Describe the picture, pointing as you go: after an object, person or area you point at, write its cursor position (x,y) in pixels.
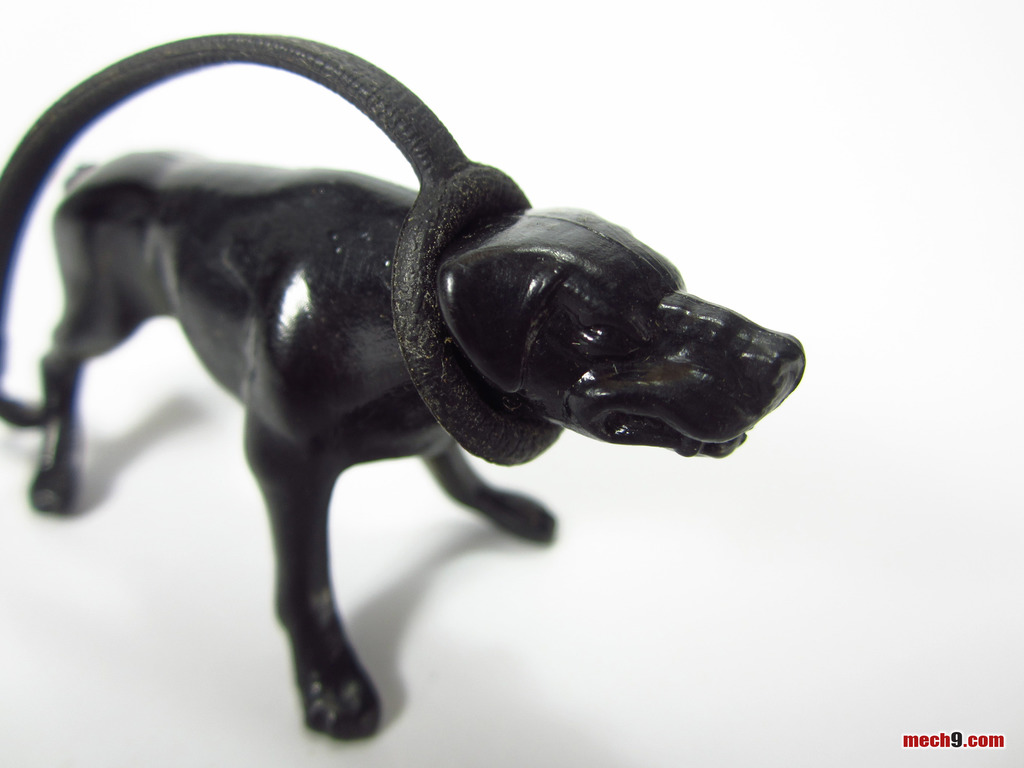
In this image we can see a toy of an animal (378,319).
